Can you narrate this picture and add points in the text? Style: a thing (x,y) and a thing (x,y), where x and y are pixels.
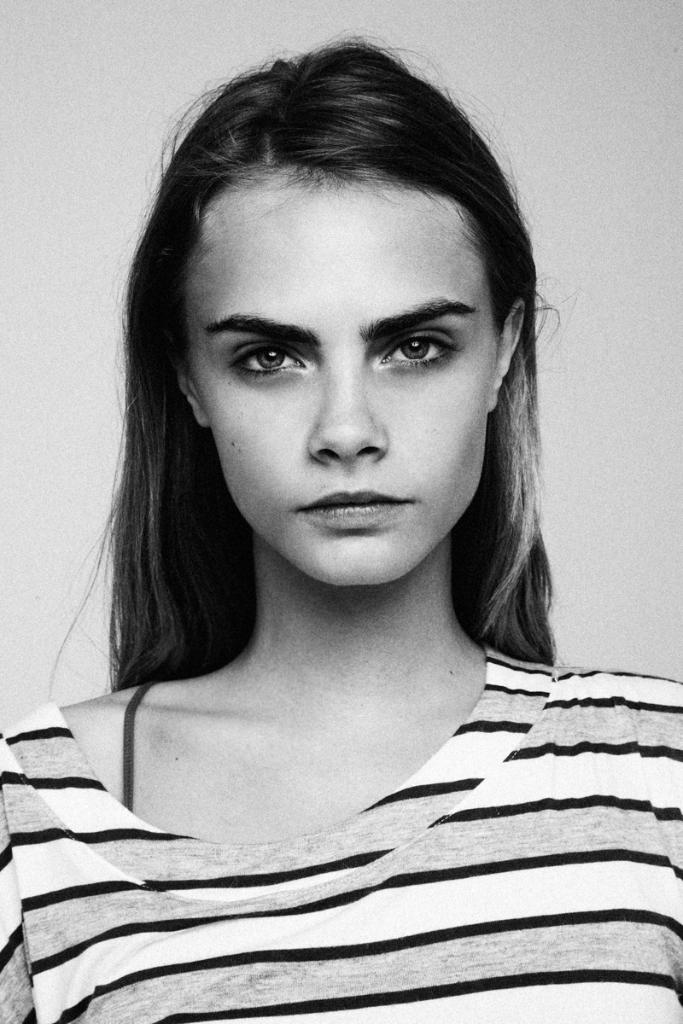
In this image I can see a woman (167,519) and I can see this image is black and white in colour.
